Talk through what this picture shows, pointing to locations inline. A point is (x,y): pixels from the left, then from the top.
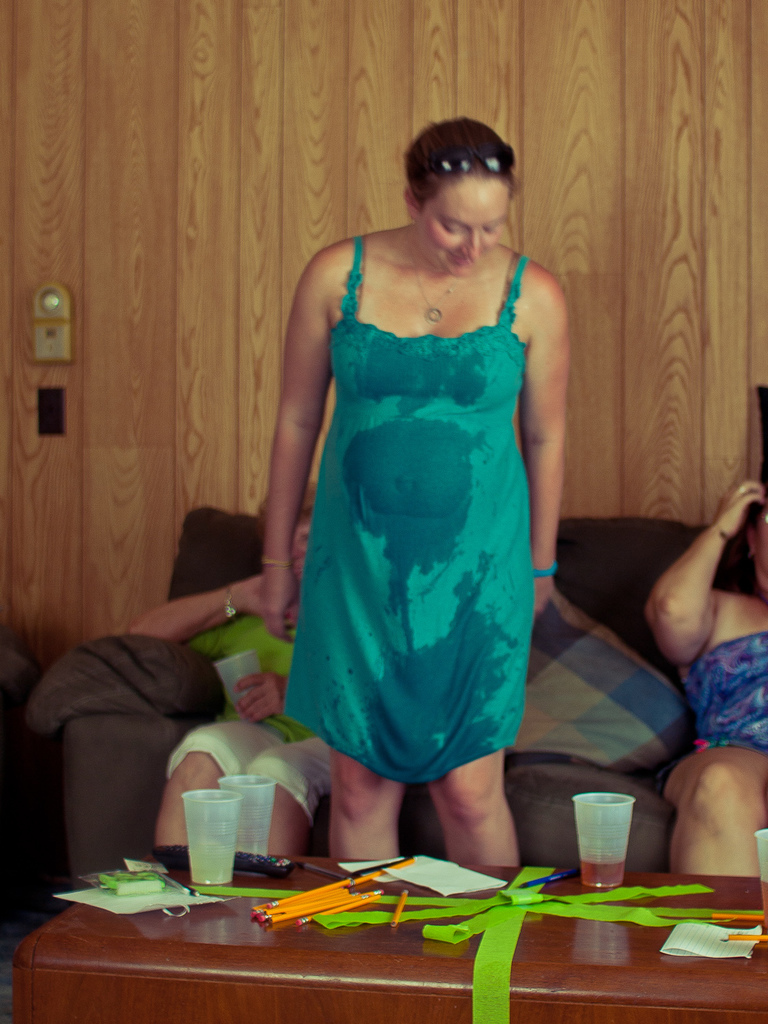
In this picture we can see woman (336,490) standing and smiling and aside to her two other (716,649) are sitting on sofa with pillow (533,705) on it and in front (413,941) on table (567,1004) we can see ribbons (383,919), pencils (255,909), glasses (244,843), remote (272,874) and in background (156,319) we can see wall (148,570).
